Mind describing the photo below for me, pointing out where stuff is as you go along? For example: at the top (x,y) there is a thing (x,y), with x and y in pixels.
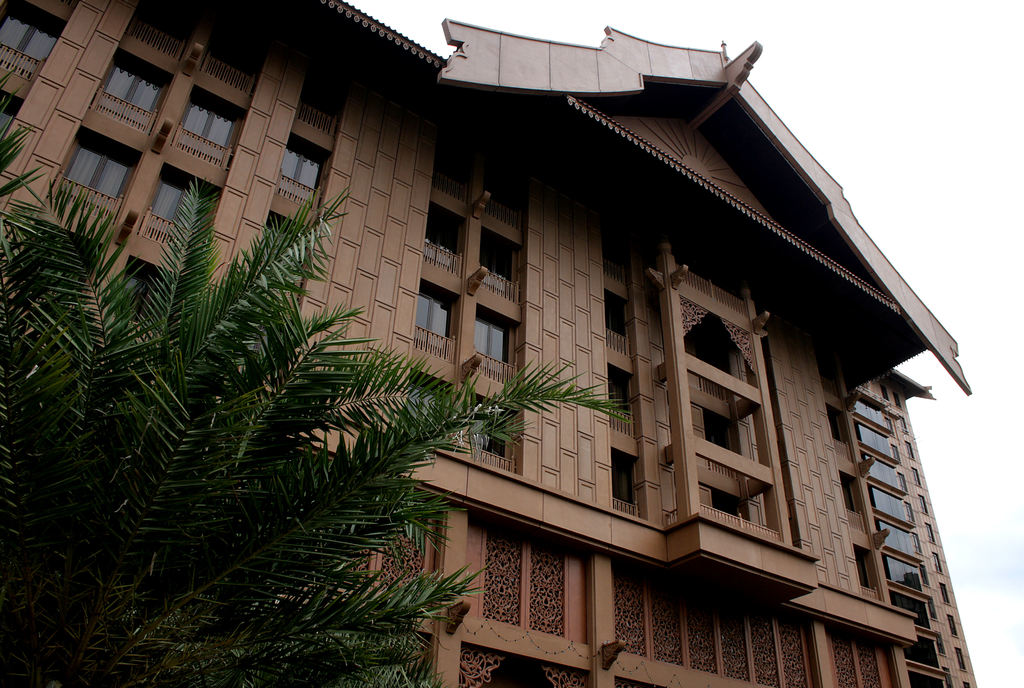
In this image on the left side (271,498) I can see a tree (290,527). In the background (610,478), I can see a building (670,319) and the sky (914,134).
